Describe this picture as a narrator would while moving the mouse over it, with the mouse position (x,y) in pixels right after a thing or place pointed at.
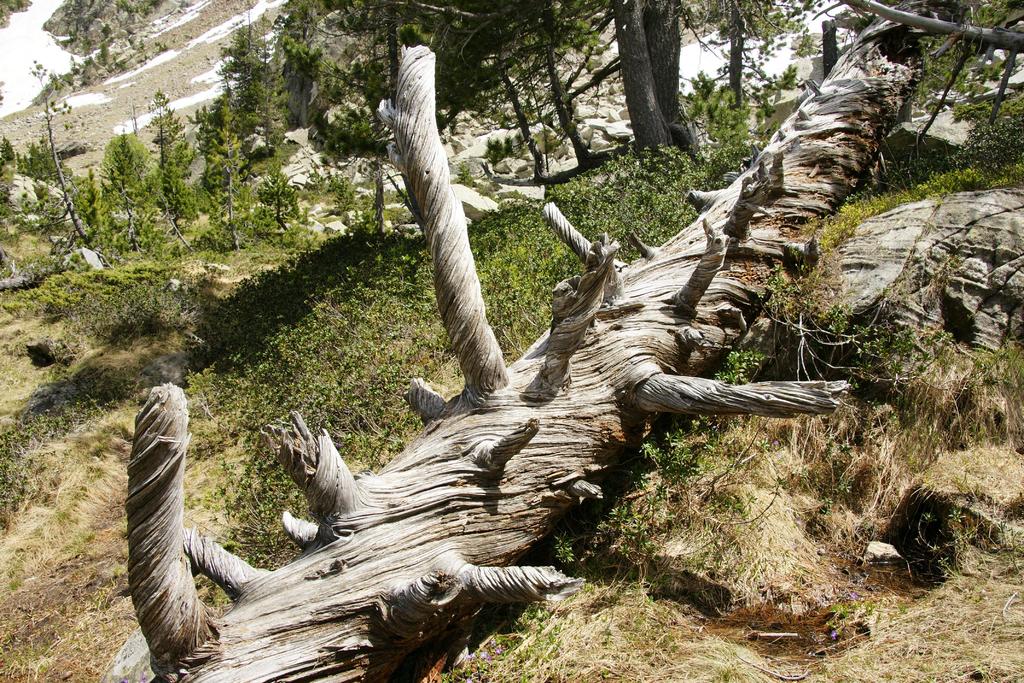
In this picture there is a log (647,365) of a tree (564,321) and there is a slope (688,186) in that slope (179,93) there are tree (325,107) and land (169,76).
